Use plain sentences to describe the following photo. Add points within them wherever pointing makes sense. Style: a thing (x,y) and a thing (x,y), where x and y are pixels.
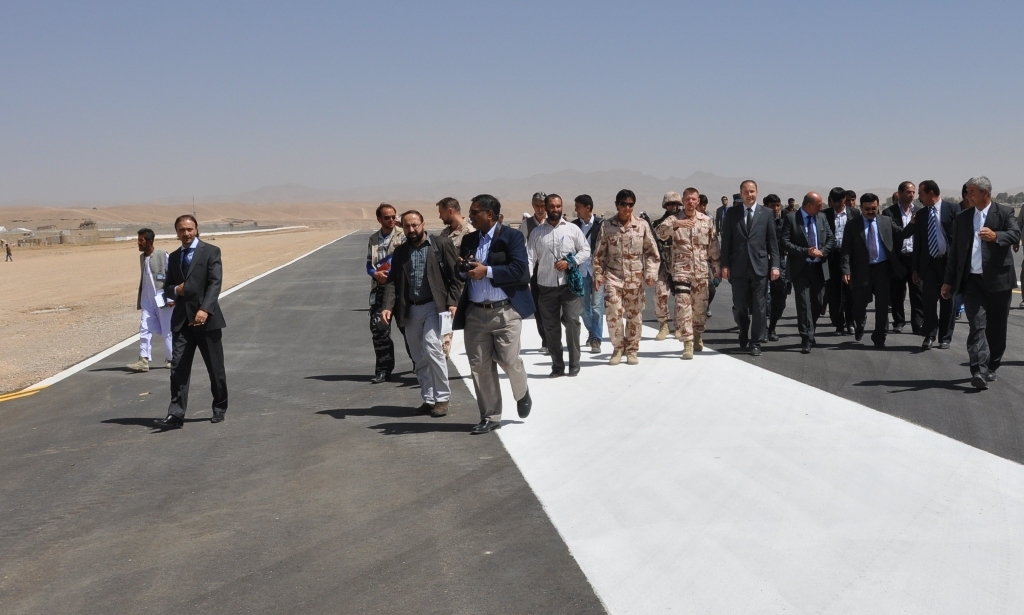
In this picture I can see group of people (675,210) standing on the road (958,536), there are hills (630,178), and in the background (336,126) there is the sky (568,109).
